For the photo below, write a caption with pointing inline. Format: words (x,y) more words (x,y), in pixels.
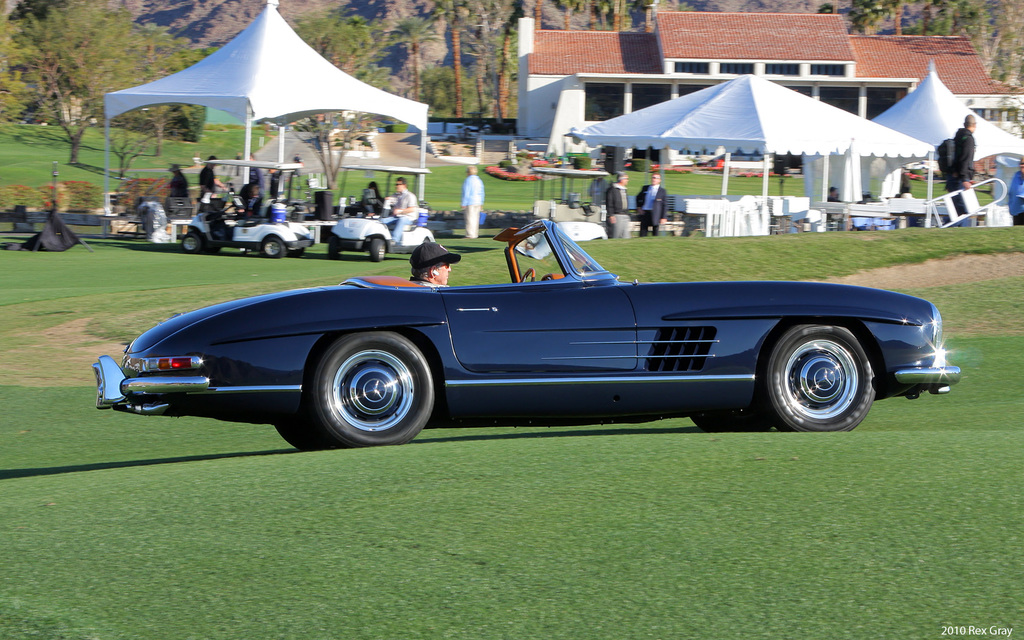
In this image I can see some grass (532,529) on the ground (531,530), a black colored car (449,338) with a person (447,267) in it, few white colored tents (781,110), few other vehicles (402,242) with persons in it and few other persons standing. In the background (137,27) I can see few trees (94,36) and a building (574,81) which is white and brown in color.
